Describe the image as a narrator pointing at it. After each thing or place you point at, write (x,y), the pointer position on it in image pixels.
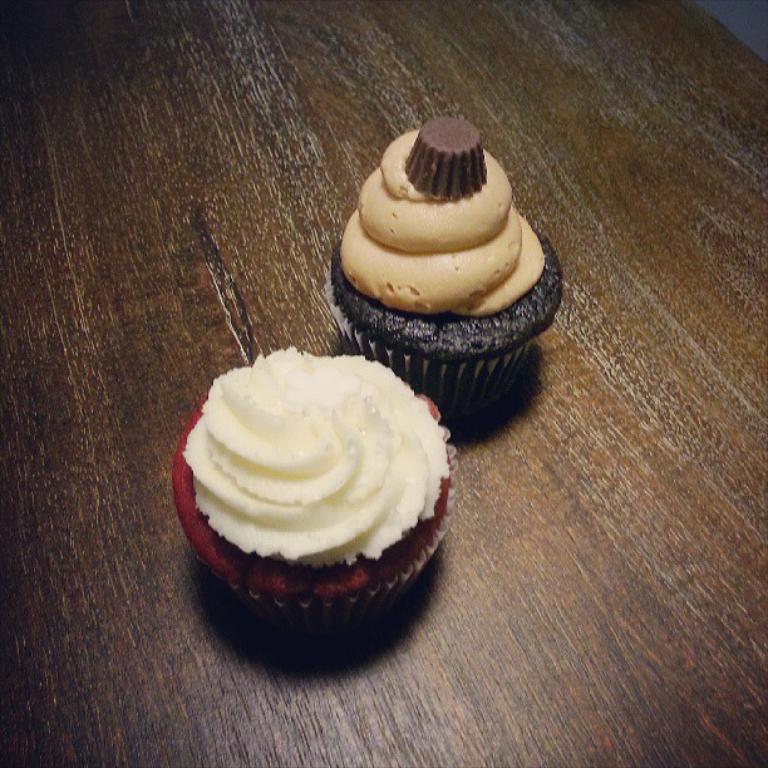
In this picture I can see there are two cupcakes (402,307) placed on a wooden surface (159,502) and it has cream (362,280) on it. There is a paper (353,596) around the cupcake (391,303).
